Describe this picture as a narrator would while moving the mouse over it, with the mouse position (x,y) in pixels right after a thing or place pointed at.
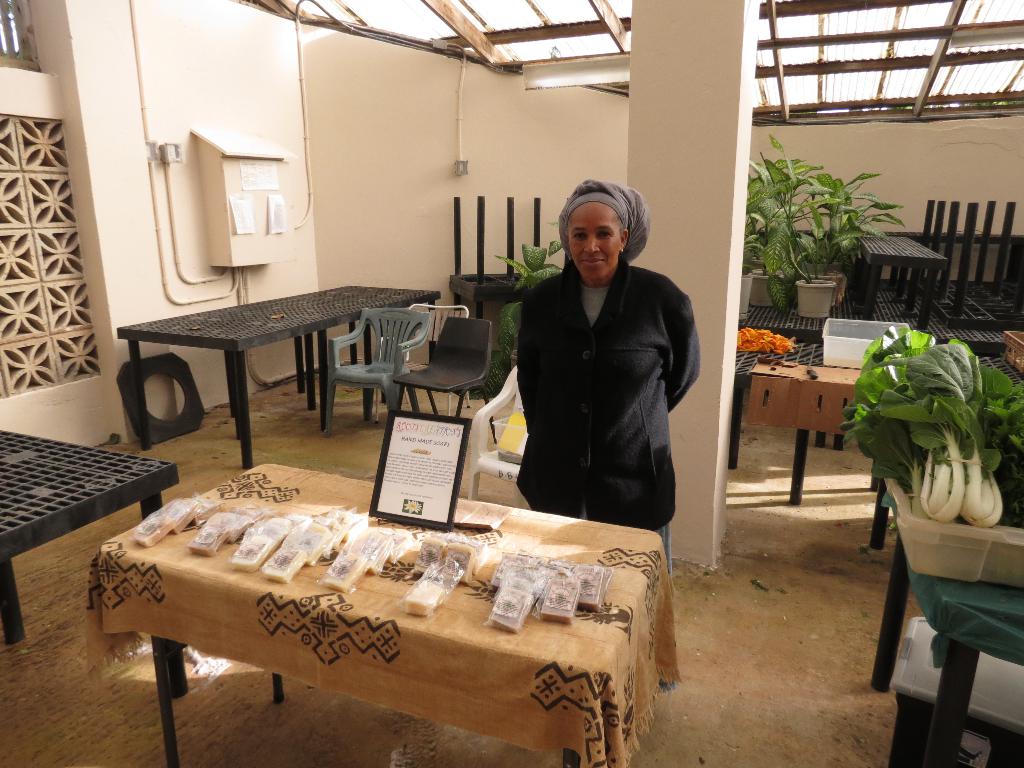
In this image I can see a person (625,415) standing wearing black shirt (636,425). In front (516,615) I can see few objects (528,607) and a frame (440,426) on the table (367,558). Background (423,372) I can see few chairs (440,378) and tables (264,316), plants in green color and wall (380,138) in cream color.
